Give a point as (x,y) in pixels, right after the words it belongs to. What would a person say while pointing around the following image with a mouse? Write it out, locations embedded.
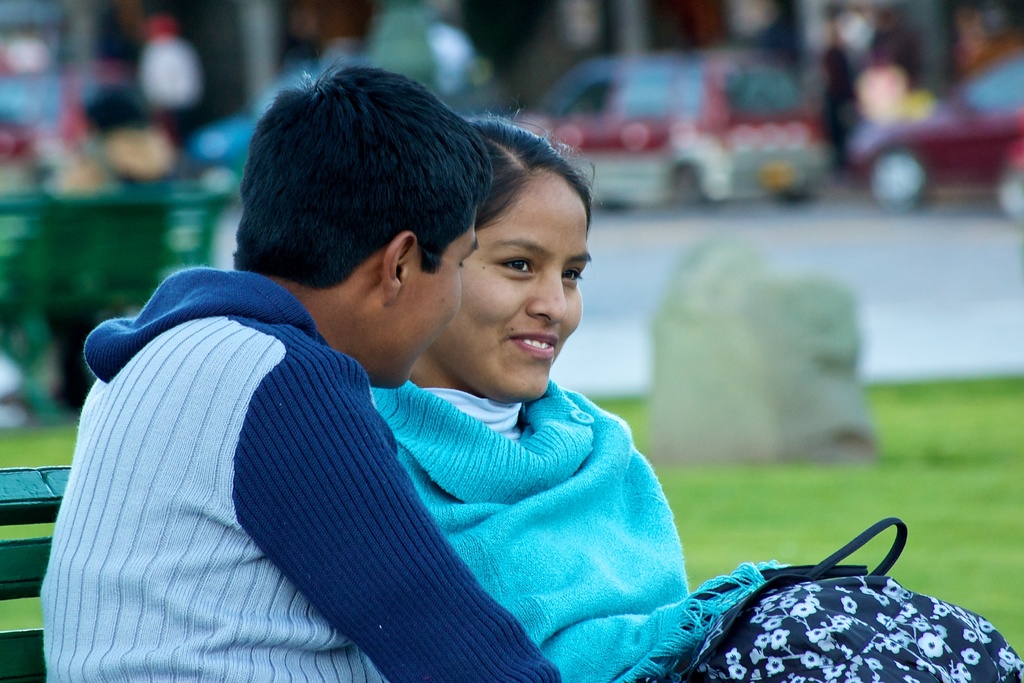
In this image there is a man (331,394) and woman (462,513) sitting on a bench (14,494), in the background (788,502) it is blurred.
